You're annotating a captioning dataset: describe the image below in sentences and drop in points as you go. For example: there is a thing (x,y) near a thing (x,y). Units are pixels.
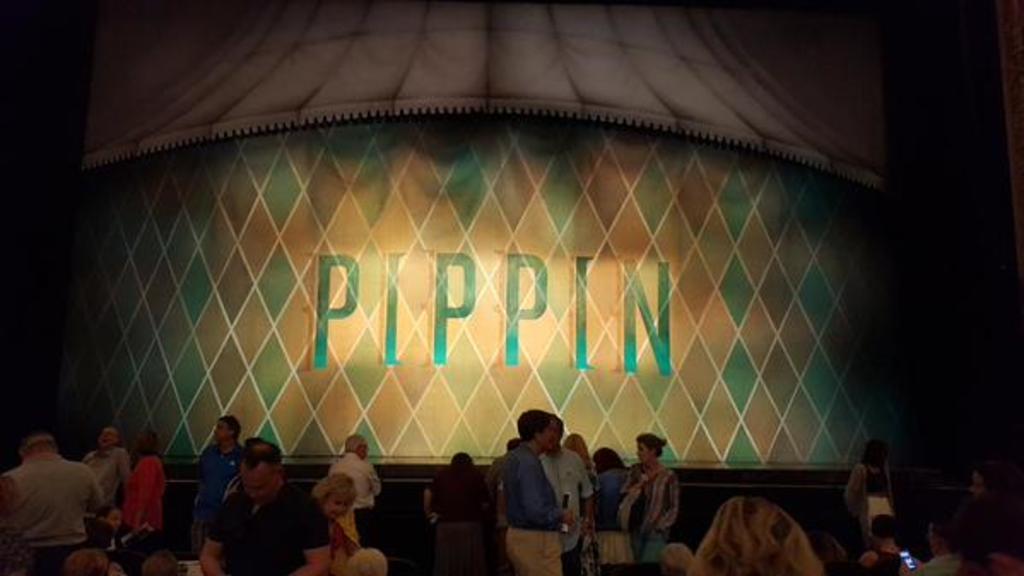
In this image we can see people (468,498) standing on the floor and some are sitting on the chairs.
